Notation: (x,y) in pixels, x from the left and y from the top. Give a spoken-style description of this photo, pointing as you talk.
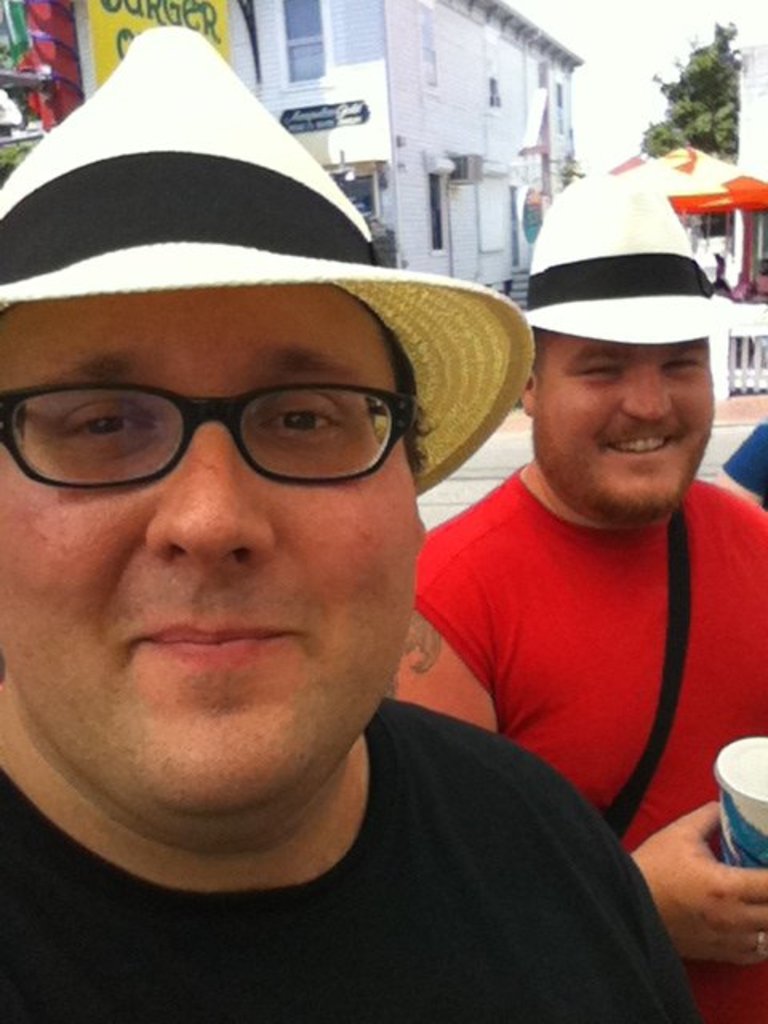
In this image I can see a person (343,788) wearing black t shirt (220,940) and another person (520,677) wearing red t shirt (634,619) are standing and smiling and I can see the person (664,523) is holding a cup (724,781) in his hands (756,912). In the background (328,31) I can see few buildings (446,170), few trees (701,107) and the sky (586,72).
